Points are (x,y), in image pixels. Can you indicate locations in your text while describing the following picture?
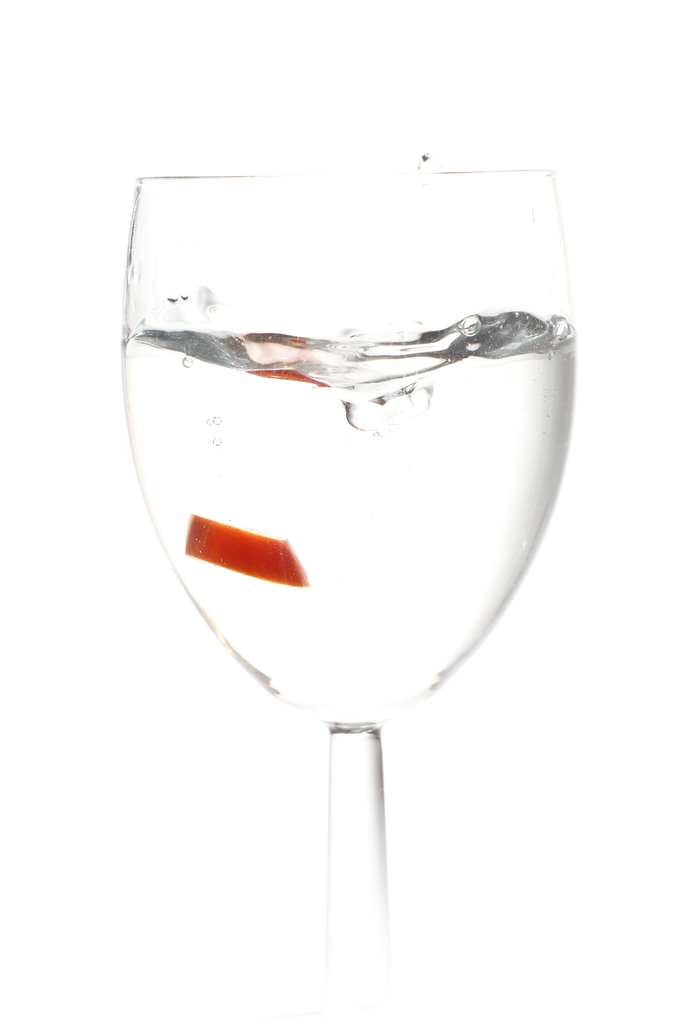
This picture shows a art. We see a glass (218,435) with some liquid (332,389) and a white color background (554,54).
